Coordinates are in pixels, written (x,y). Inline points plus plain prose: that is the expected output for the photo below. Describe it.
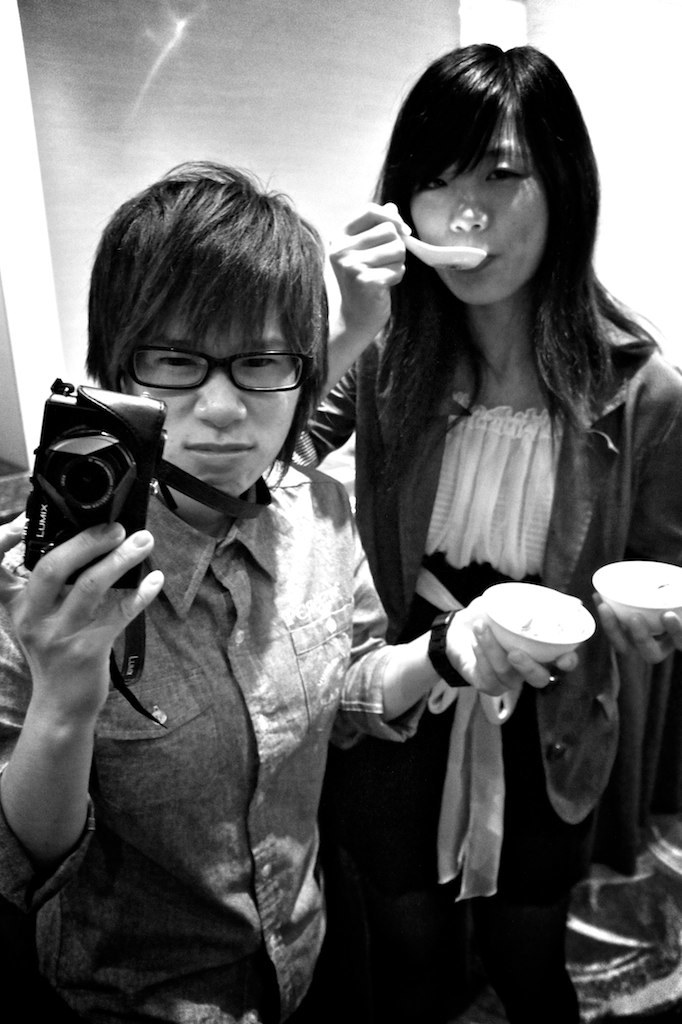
In the Image there are two people (340,283) one person (202,414) and one woman (366,283) the person (267,638) is holding camera (51,429) in their hand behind them there is a woman (411,438) she is eating food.
